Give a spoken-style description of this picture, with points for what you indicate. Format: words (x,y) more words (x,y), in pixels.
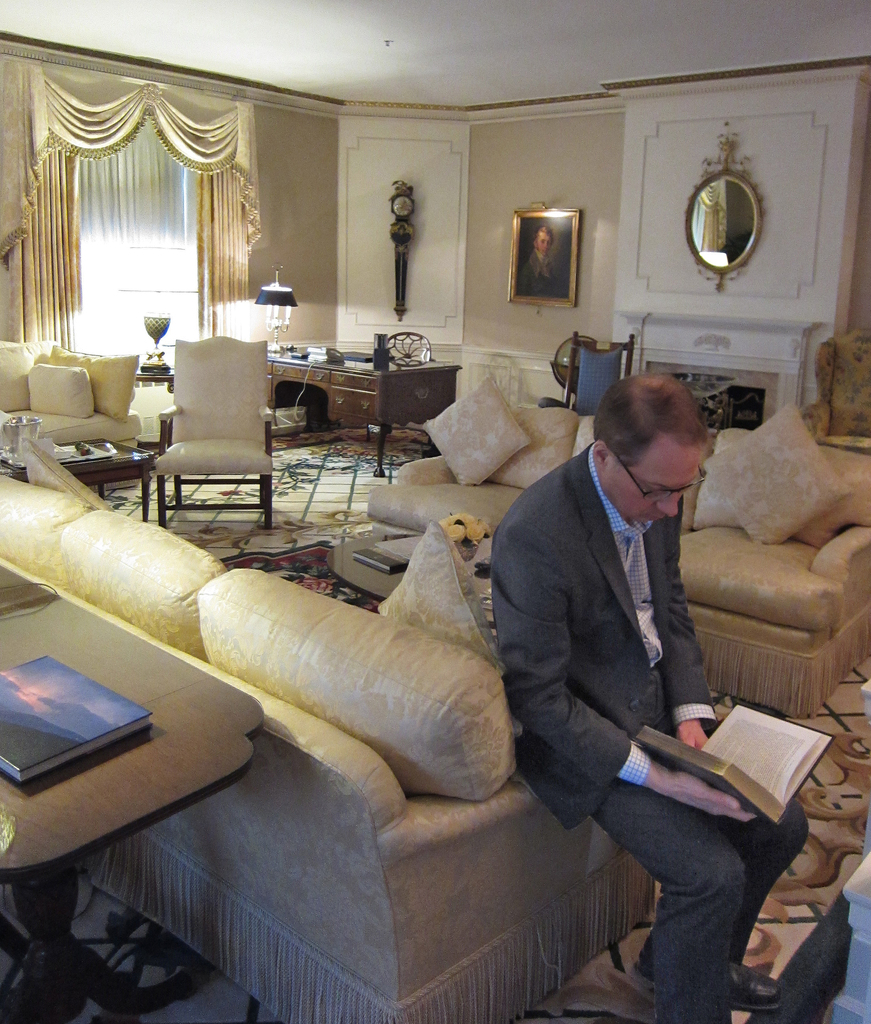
This picture shows a man (634,755) sitting on a sofa (468,801), holding a book (658,734) in his hand (696,805). He is wearing a spectacles (648,495). In the background (508,439) there are some sofas (444,500), pillows (473,472) and chairs (191,441) here. We can observe a table (341,366), mirror (686,219), photo frames (553,237) attached to the wall (544,155). There are some curtains (106,195) to the windows (117,316) here.
